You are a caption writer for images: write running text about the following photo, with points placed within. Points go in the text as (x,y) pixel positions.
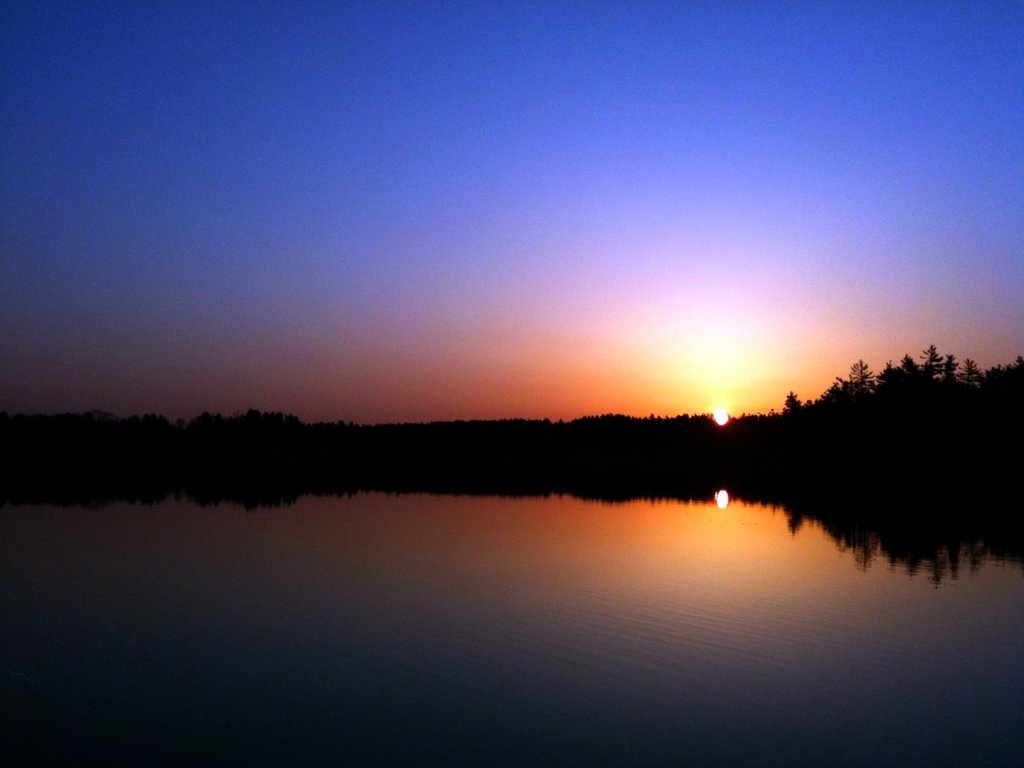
In the picture we can see water (917,656) and far away from it, we can see some trees (718,450), sun (718,422) and sky (527,339) which is blue in color.
